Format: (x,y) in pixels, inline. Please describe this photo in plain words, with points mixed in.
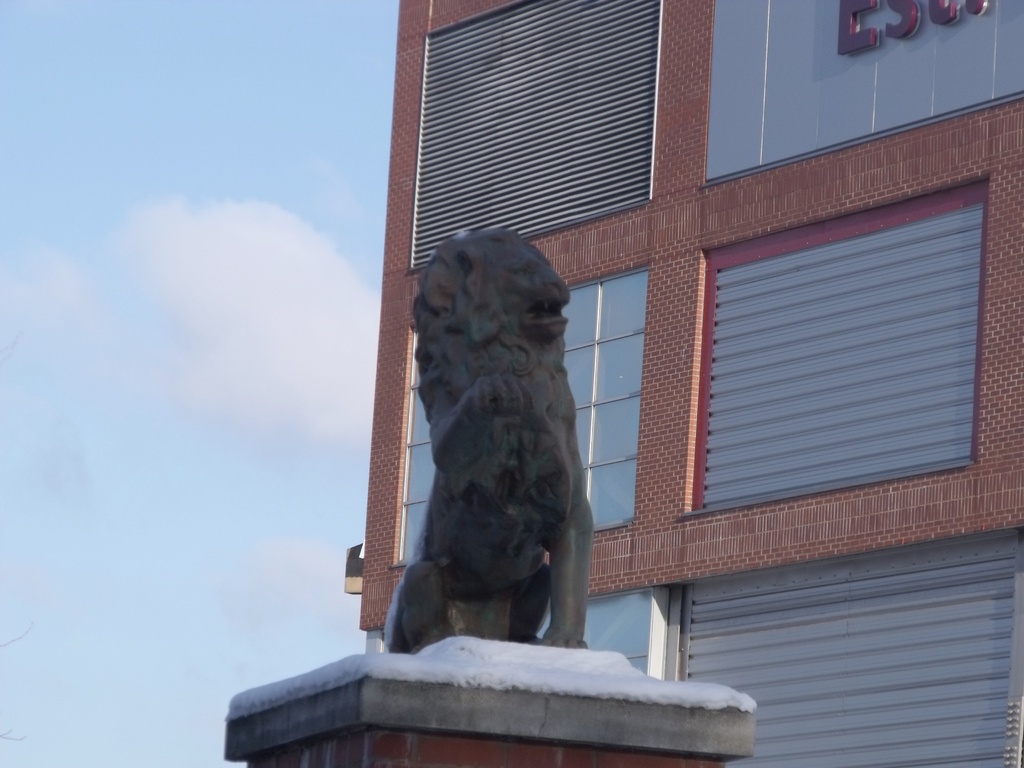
In the center of the image (516,402) we can see one statue (500,493) on a solid structure (503,711). In the background (377,425), we can see the sky (169,408), clouds (292,382) and one building (714,325).
